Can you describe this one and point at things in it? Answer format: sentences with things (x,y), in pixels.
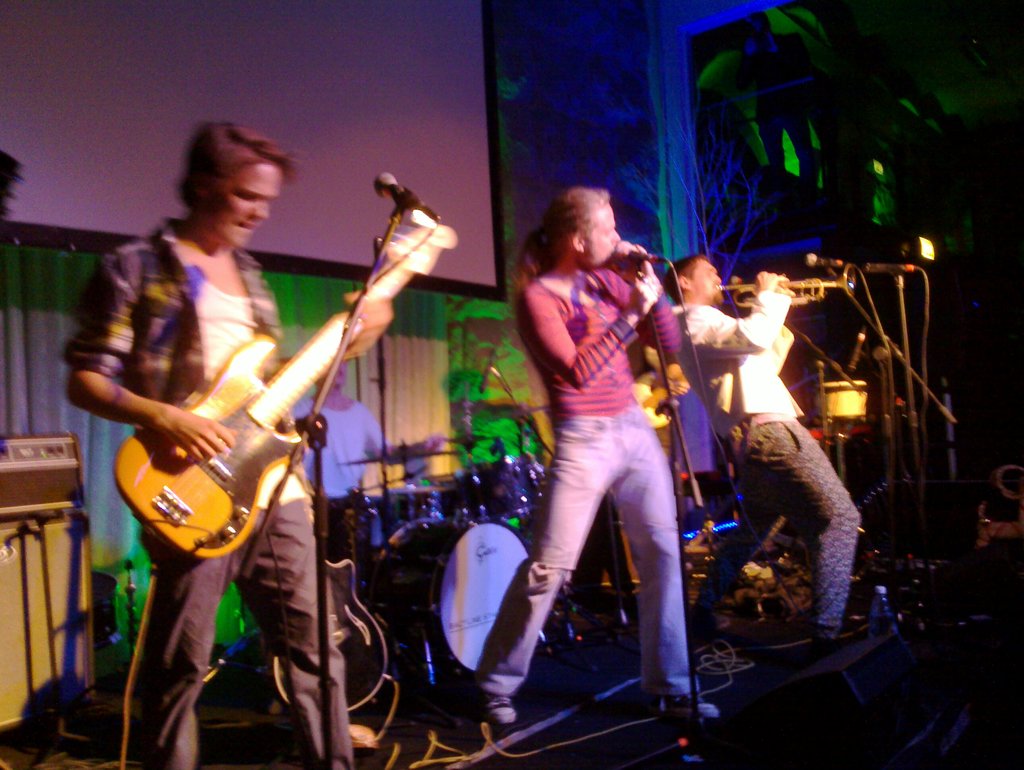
There are few people (106,346) on the stage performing by playing musical instruments (499,508) and in the middle (576,417) a person (594,376) is singing on mic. In the background (99,132) there is a screen (338,176) and a banner (93,407).
